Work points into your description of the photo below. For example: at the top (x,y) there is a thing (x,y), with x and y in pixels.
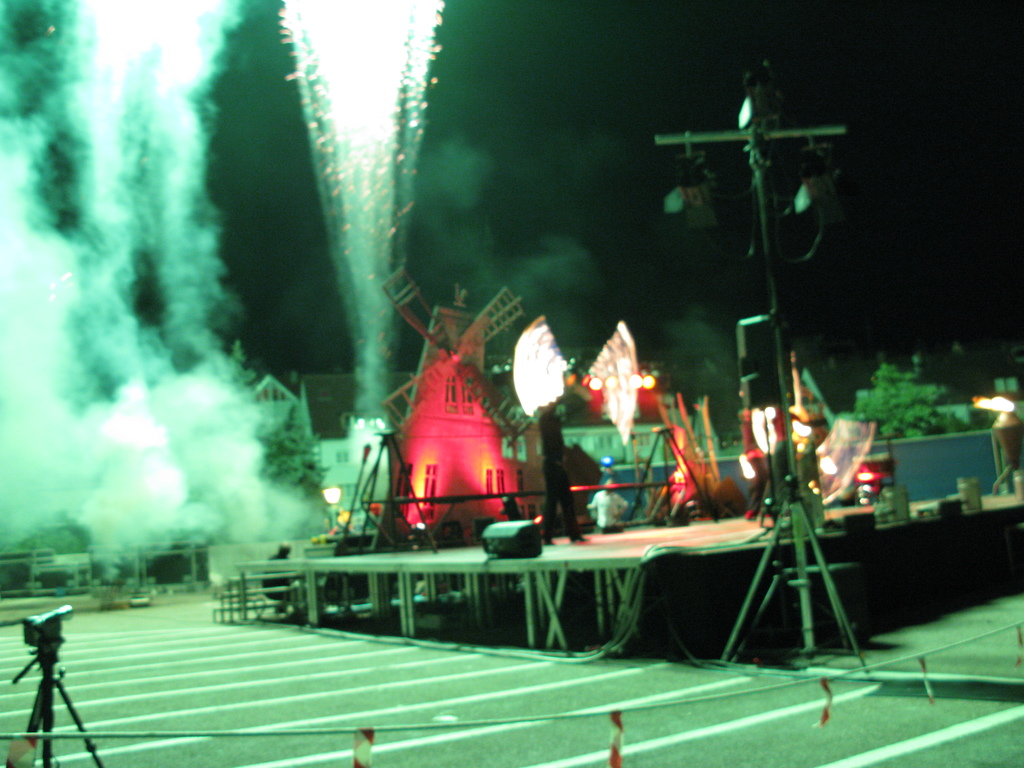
This is a blurred image. I can see a stage (751,555) a fan like object (435,341), a person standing on the stage (706,538) with some objects (694,445) and another person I can see a pole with light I can see a cam (62,604) I can see some smoke (149,326) behind the stage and some lights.
